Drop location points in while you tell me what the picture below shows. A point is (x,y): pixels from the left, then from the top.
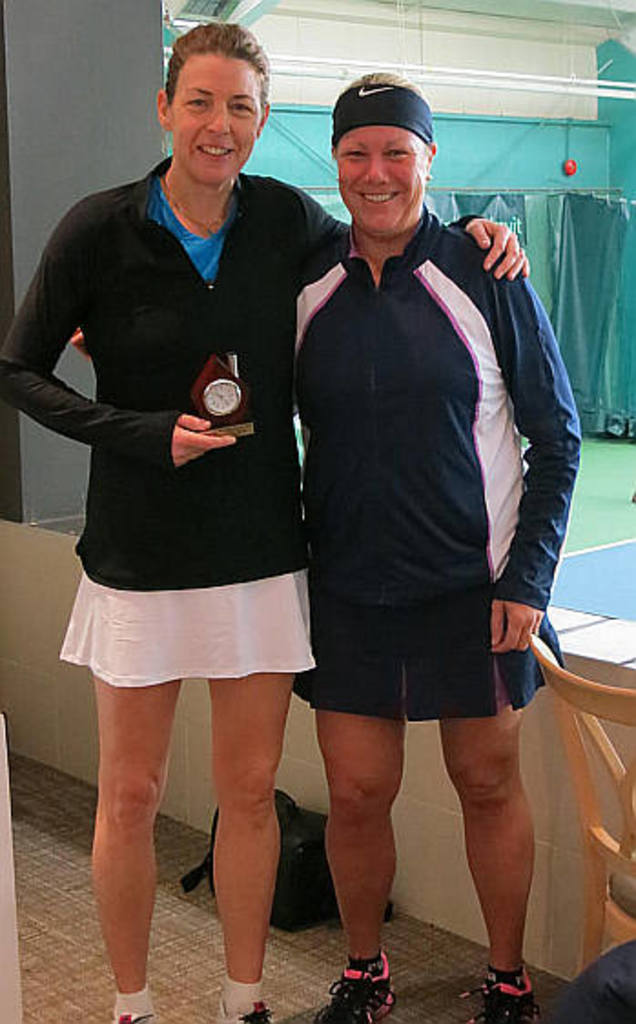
In the image there are two ladies (283,367) standing. On the left side of the image (190,428) there is a lady (137,633) holding an object (215,410) in the hand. Behind them there is a pillar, chair (632,852), bag (289,807) on the floor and also there is a small wall (303,802). Behind them there are stands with curtains (427,200), walls (516,181) and tube lights (433,68) are hanging.
